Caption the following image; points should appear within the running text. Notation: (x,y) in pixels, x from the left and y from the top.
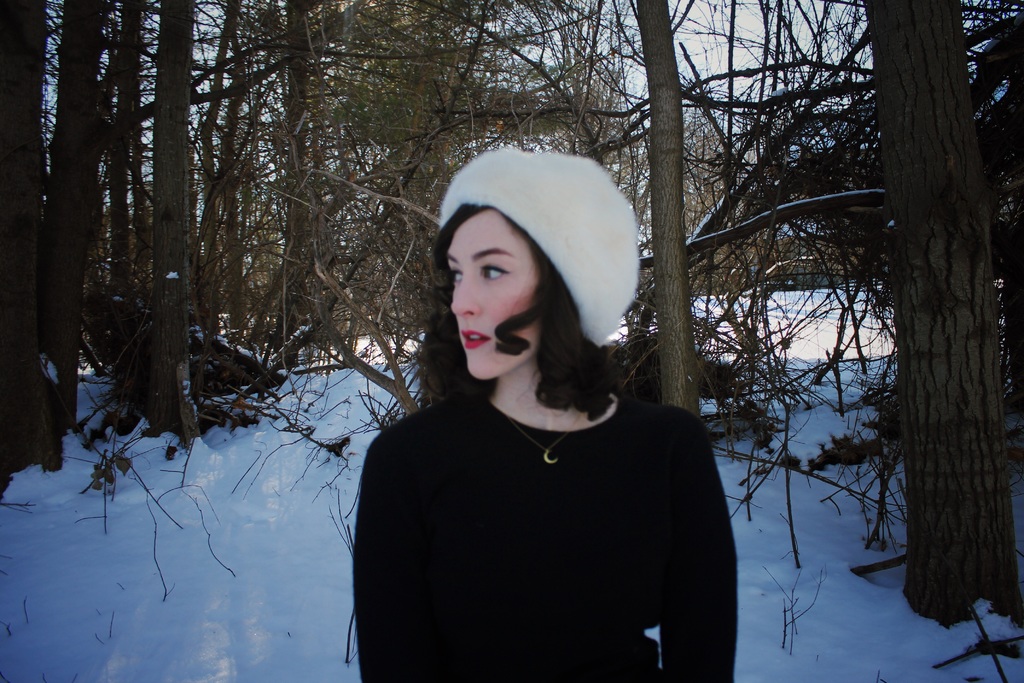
As we can see in the image there is snow (76,651), a woman (473,371) wearing black color dress (520,448) and white color hat (587,316). In the background (636,167) there are trees (629,118).
